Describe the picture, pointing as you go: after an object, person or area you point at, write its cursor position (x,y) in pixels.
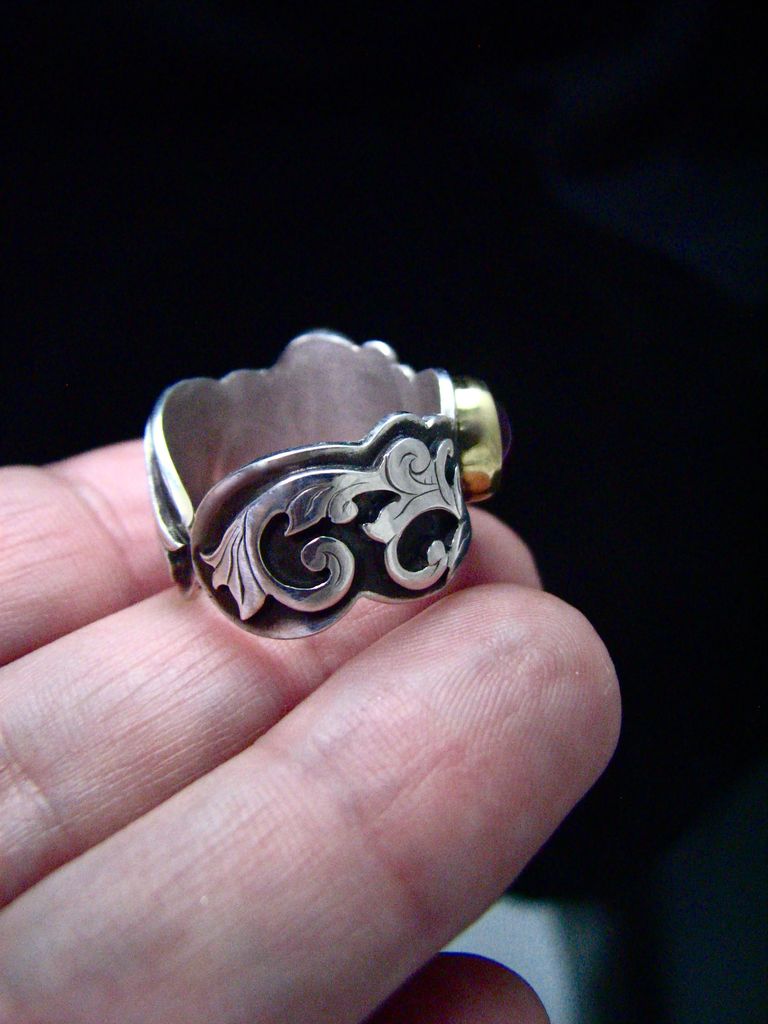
In this image I can see the hand (173,746) of the person (173,747) and there is a ring (229,493) on the hand (288,673). I can see there is a black background (422,48).
